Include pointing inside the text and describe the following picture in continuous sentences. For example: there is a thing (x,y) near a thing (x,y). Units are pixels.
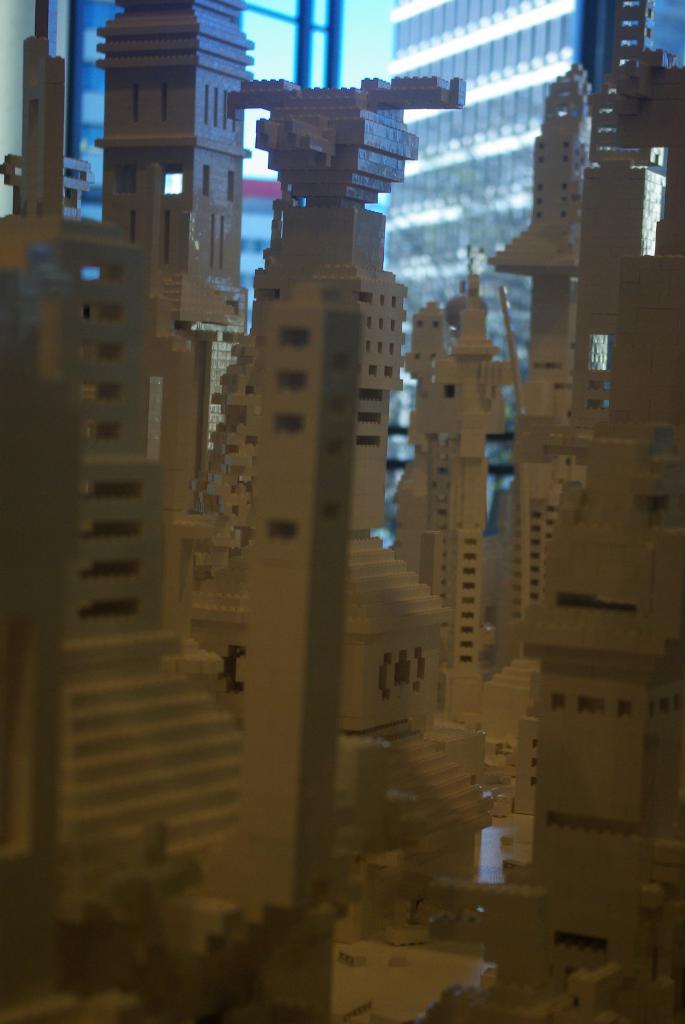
In this image we can see the LEGO structures (482,546) of buildings (413,417).
